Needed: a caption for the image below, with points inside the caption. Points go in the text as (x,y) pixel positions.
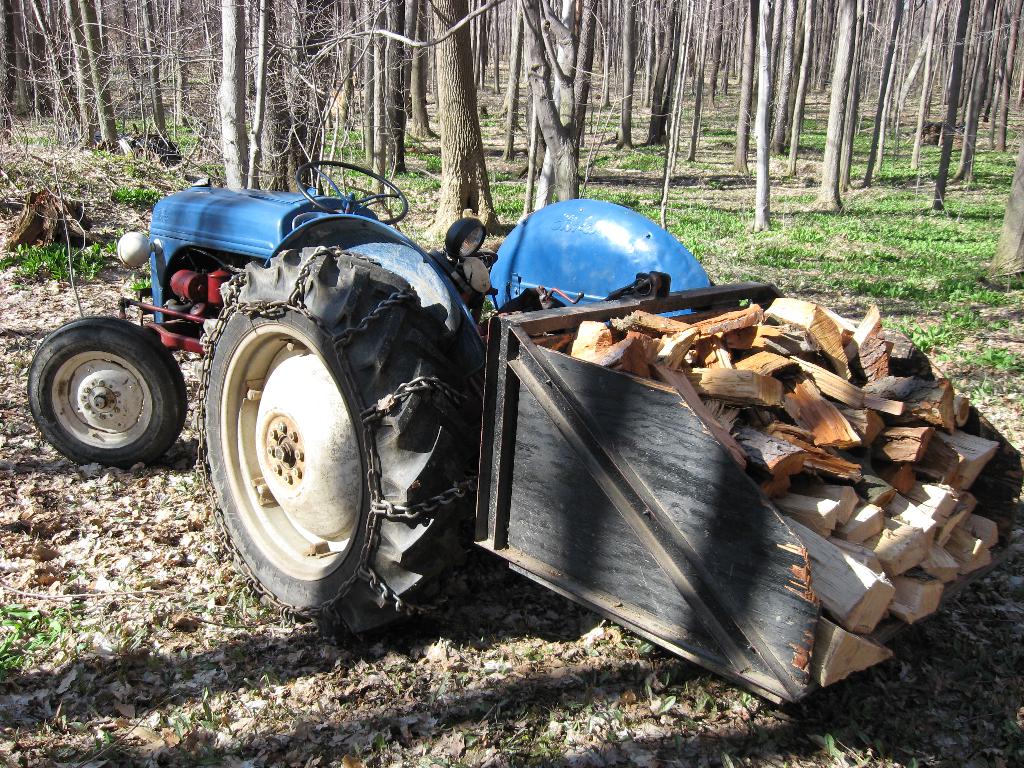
This picture might be taken from outside of the city and it is very sunny. In this image, in the middle (378,510), we can see a tractor (400,529), on that tractor (451,330) there is a wood (811,371). In the background (561,113), there are some trees (561,113), at the bottom (179,546) there is a grass (891,204) with some leaves (401,699) and stones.
